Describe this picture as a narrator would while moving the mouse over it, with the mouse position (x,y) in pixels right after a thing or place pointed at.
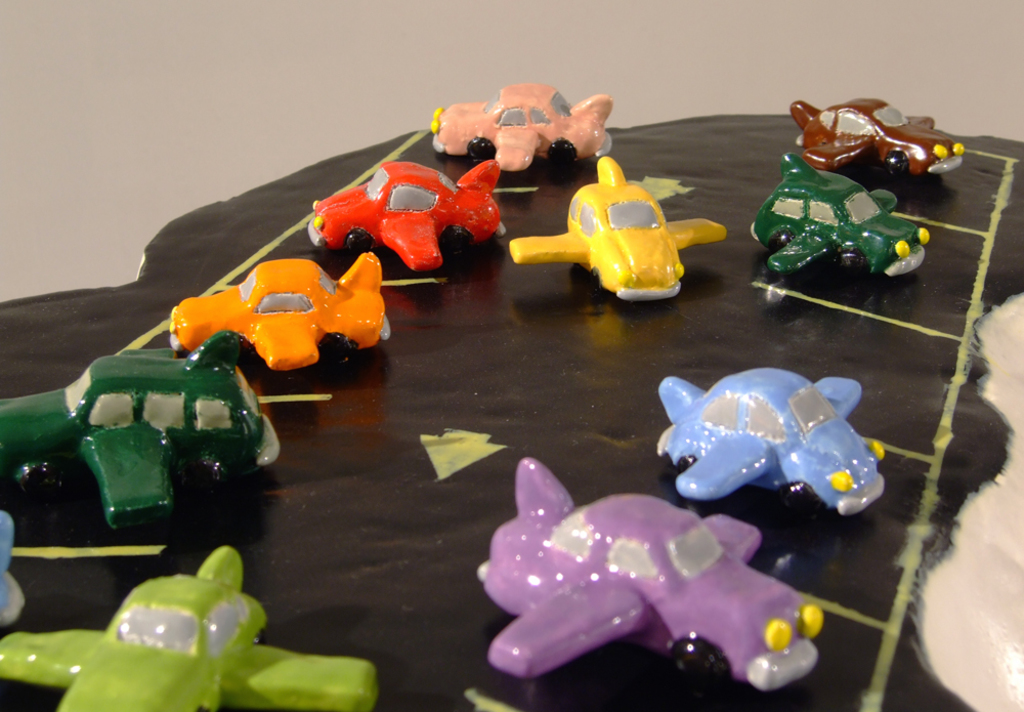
In this image there are toys (559,507) on the road (586,358). There are different color toys (658,264) on the black color chart (879,351).
